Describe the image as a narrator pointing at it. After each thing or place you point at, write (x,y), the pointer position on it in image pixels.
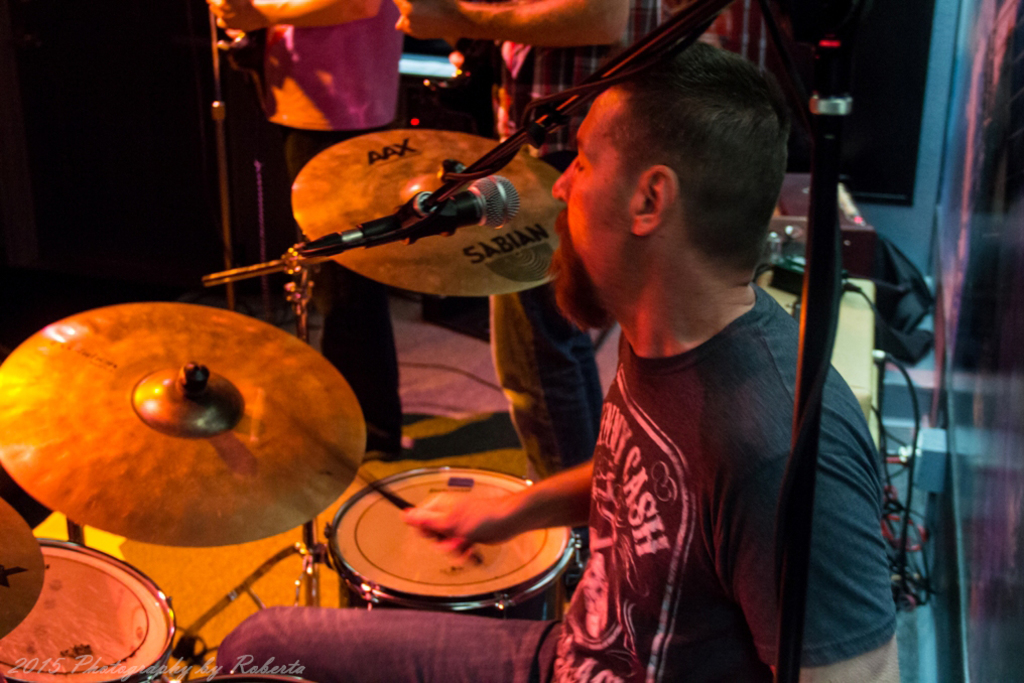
In this image I can see a person (687,420) sitting and holding a stick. I can see few drums (346,523), mic (485,197), stand (804,493) and two people (489,37) are holding musical instruments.
